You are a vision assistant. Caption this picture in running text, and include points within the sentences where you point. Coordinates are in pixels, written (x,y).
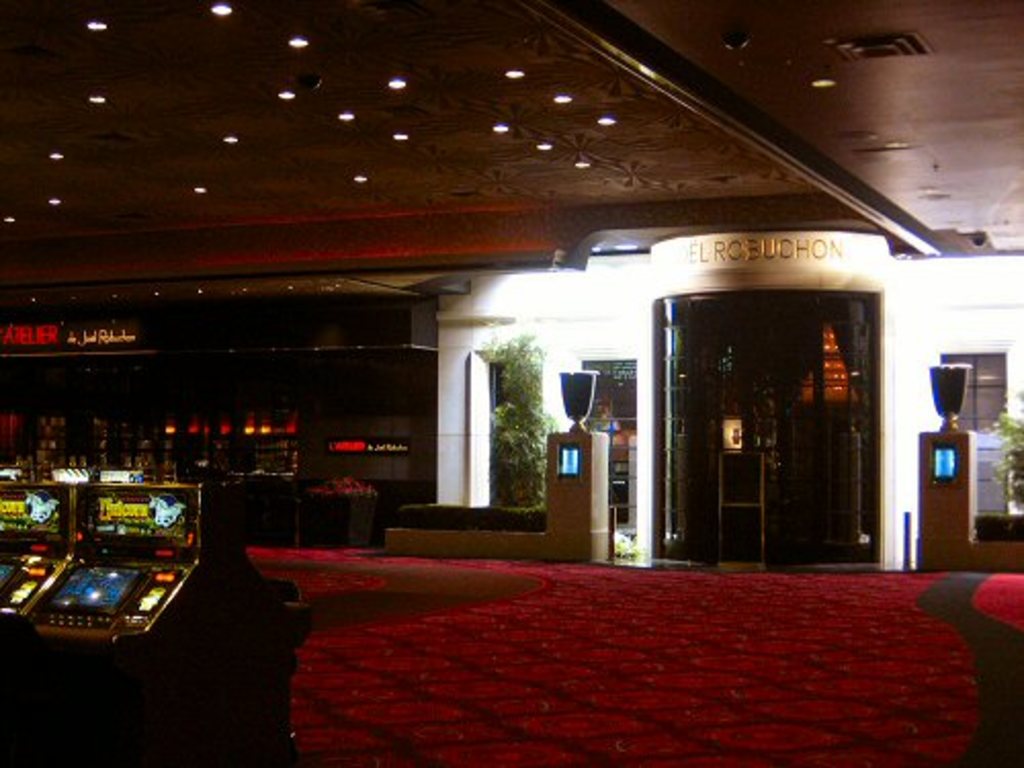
In this image we can see an inside of a building (144,399). In the background (996,341), we can see a wall (548,404) and a few plants (530,427). On the wall (610,325) we can see some text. On the left side (4,589), we can see gaming consoles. On the right side (952,397), we can see an object (946,449) on the wall (558,392). At the bottom (539,696) we can see a red floor (540,686).
